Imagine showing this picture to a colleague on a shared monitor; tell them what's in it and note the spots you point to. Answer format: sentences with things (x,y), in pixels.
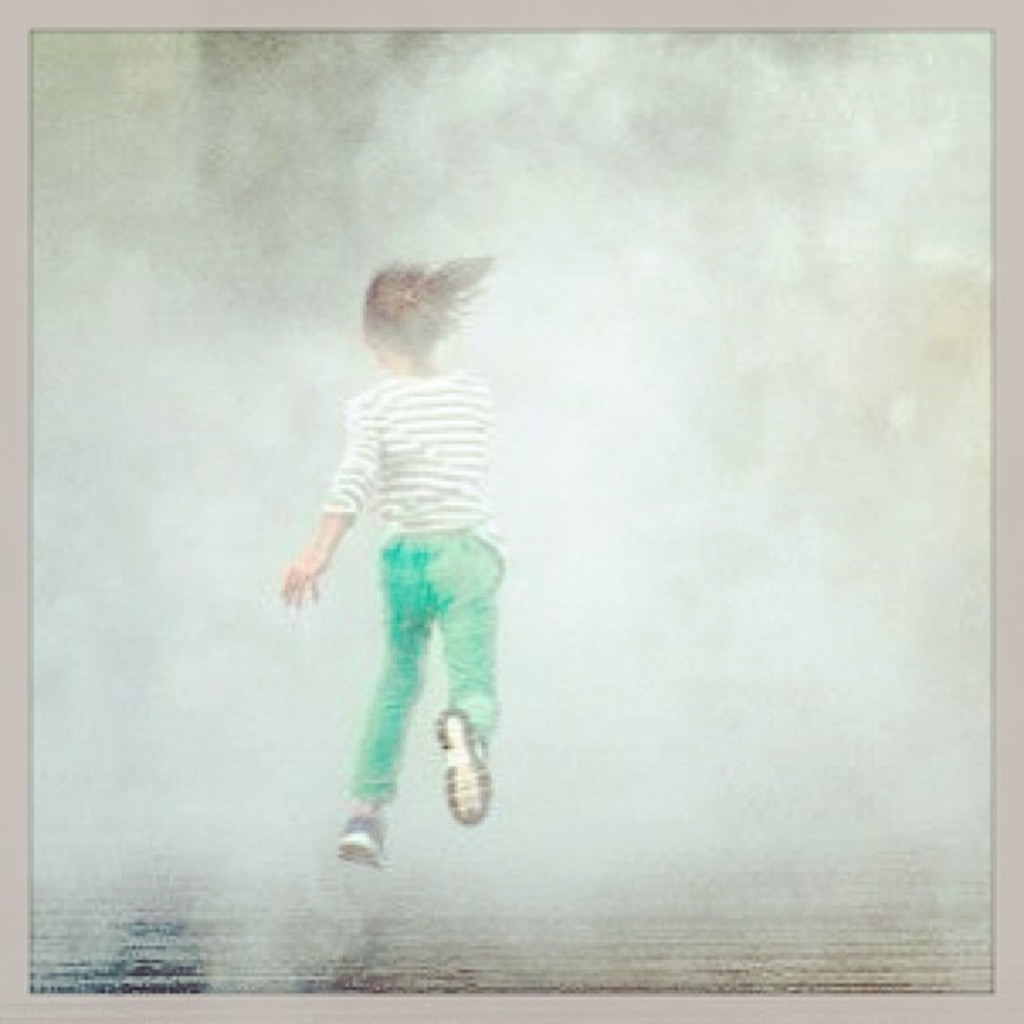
This picture is photo. In the center of the image (378,416) a girl (412,616) is jumping. In the background (782,668) the image is blur.
